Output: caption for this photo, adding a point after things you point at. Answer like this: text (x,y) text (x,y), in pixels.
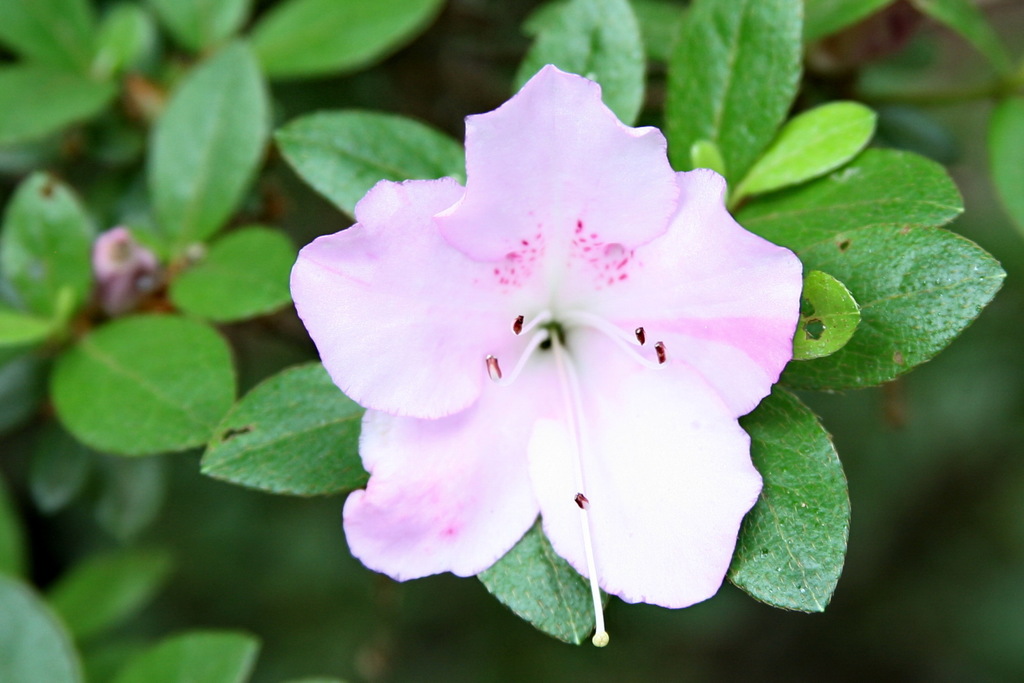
In this image we can see a flower (421,354) to the plant (152,425).
